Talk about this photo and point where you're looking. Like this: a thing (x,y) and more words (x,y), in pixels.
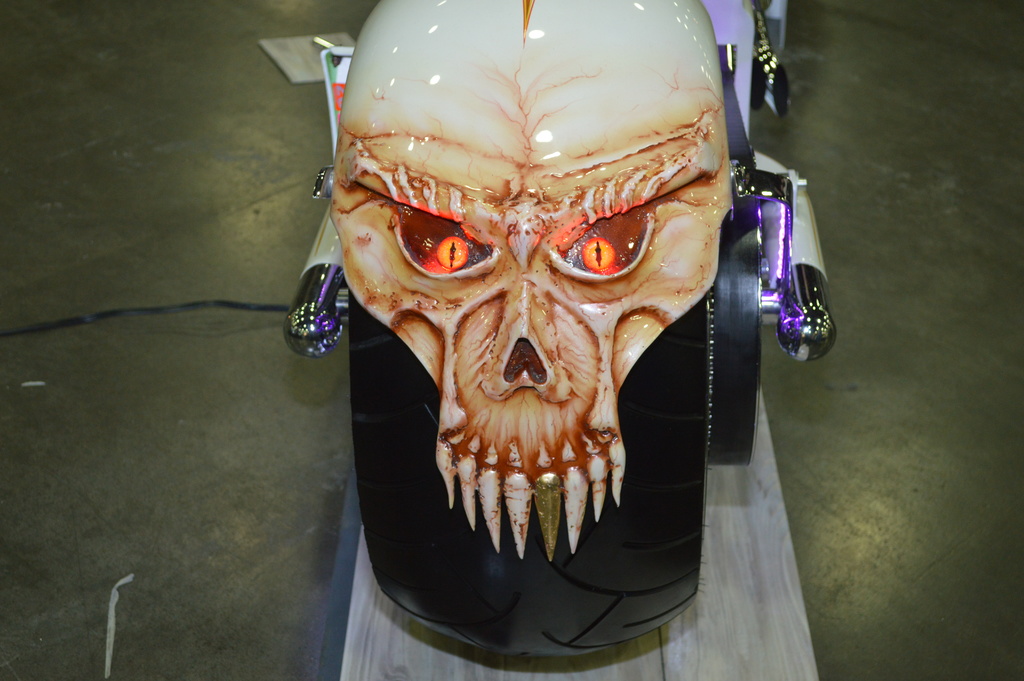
In this image we can see there is a sculpture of skull (616,458) with some digital lights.
